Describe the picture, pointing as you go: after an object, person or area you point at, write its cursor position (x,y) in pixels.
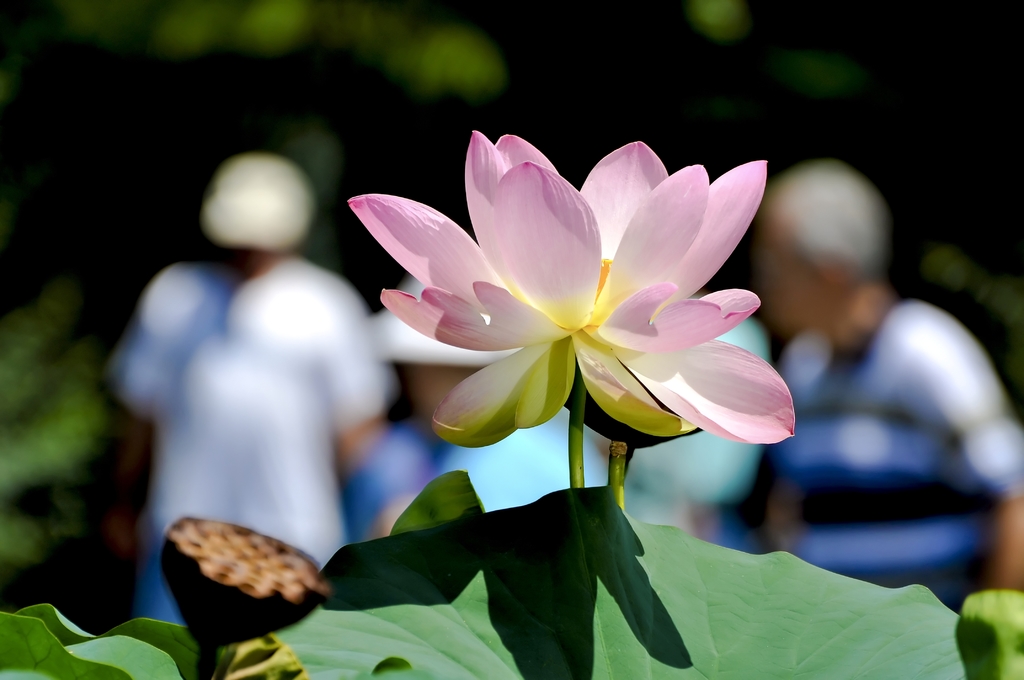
There is a lotus flower (553,341) on a plant (407,521). In the background (279,385) it is looking blur and there are few people (858,478).
